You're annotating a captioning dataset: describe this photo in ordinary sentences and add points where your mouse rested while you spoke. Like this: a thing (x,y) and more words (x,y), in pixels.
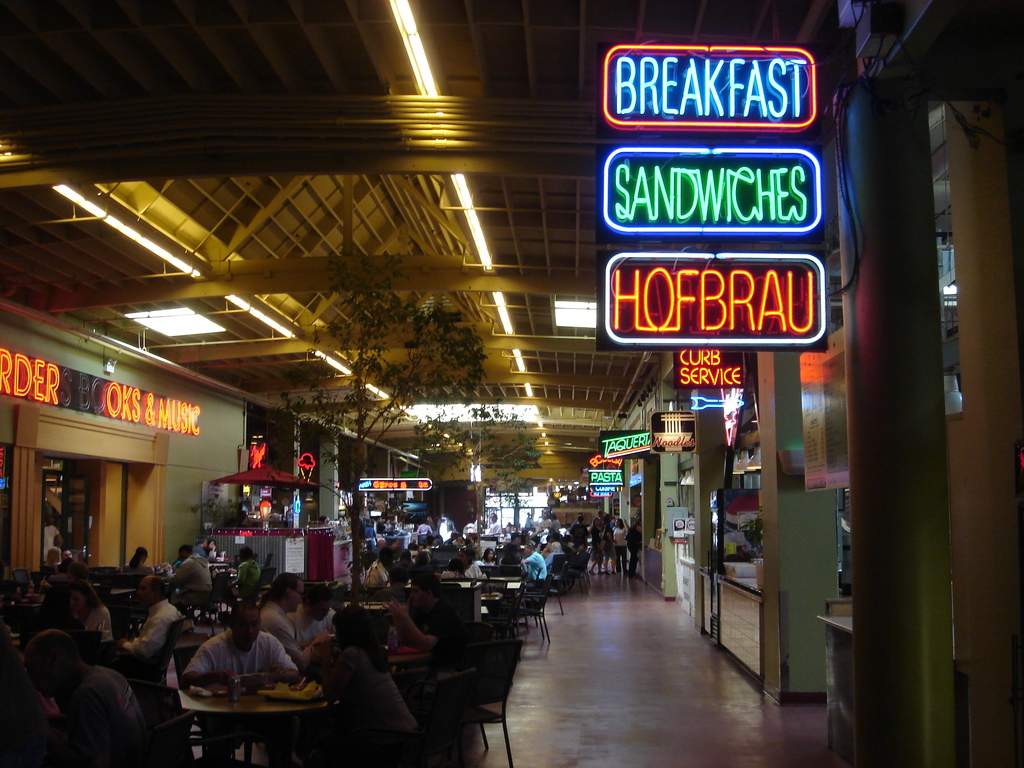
In this image I can see some people (171,613). I can see the tables (316,706) and chairs (496,689). On the left (142,423) and right side (696,378), I can see the walls (234,427) with some text (691,302) written on it. At the top (66,190) I can see the lights (480,232).
